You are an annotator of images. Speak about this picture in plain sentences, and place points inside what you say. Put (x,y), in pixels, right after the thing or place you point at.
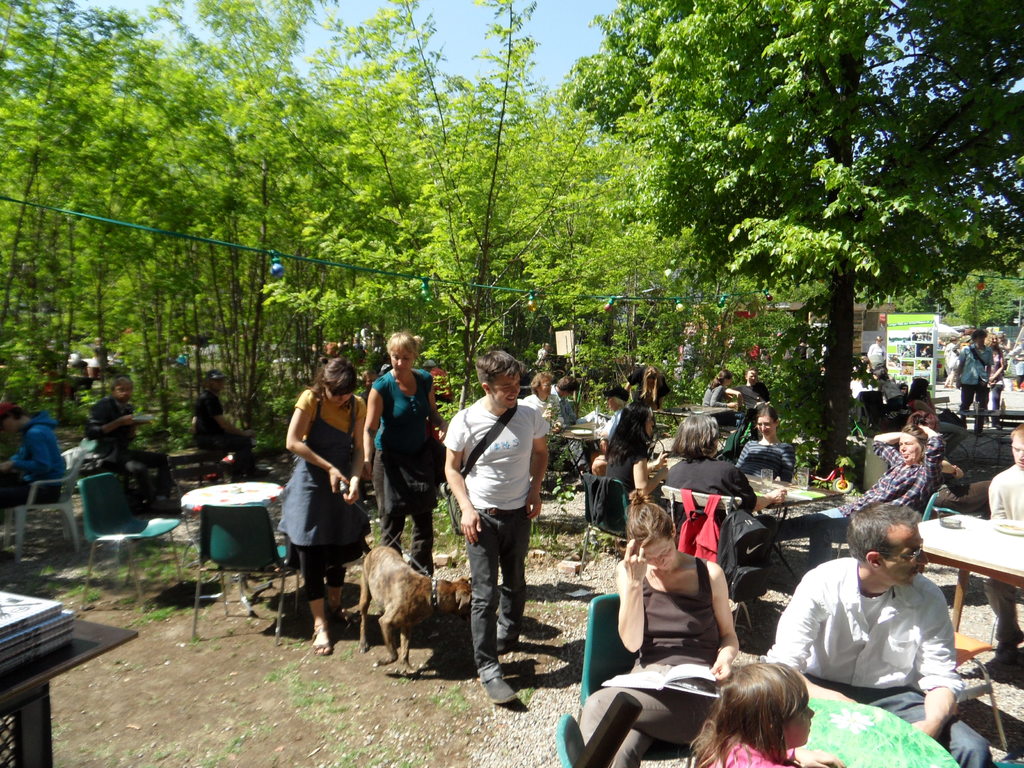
As we can see in the image there are trees (541,179) and few people (481,516) sitting and standing here and there and there is a dog (385,588) over here. On tables (936,554) there are glasses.
